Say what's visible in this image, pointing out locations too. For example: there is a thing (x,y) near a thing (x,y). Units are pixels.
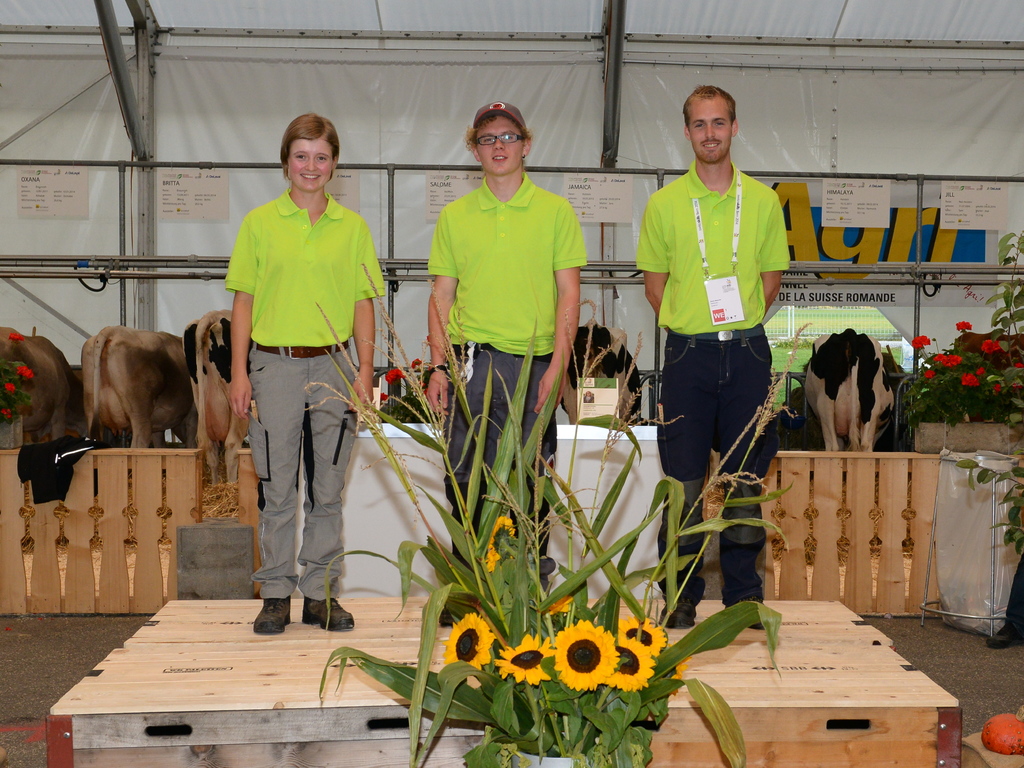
In the image there are leaves (562,590) and flowers (521,642) in the foreground (511,655), behind the leaves (517,611) there is wooden stage (356,683) and there are three people (432,265) standing on the wooden stage (140,641). Behind them there is a cattle (97,341) and plants (968,356), in the background (47,130) there are white sheets (449,97) and in front of the sheets (102,64) there are rods (141,91) and some posters (594,193).
